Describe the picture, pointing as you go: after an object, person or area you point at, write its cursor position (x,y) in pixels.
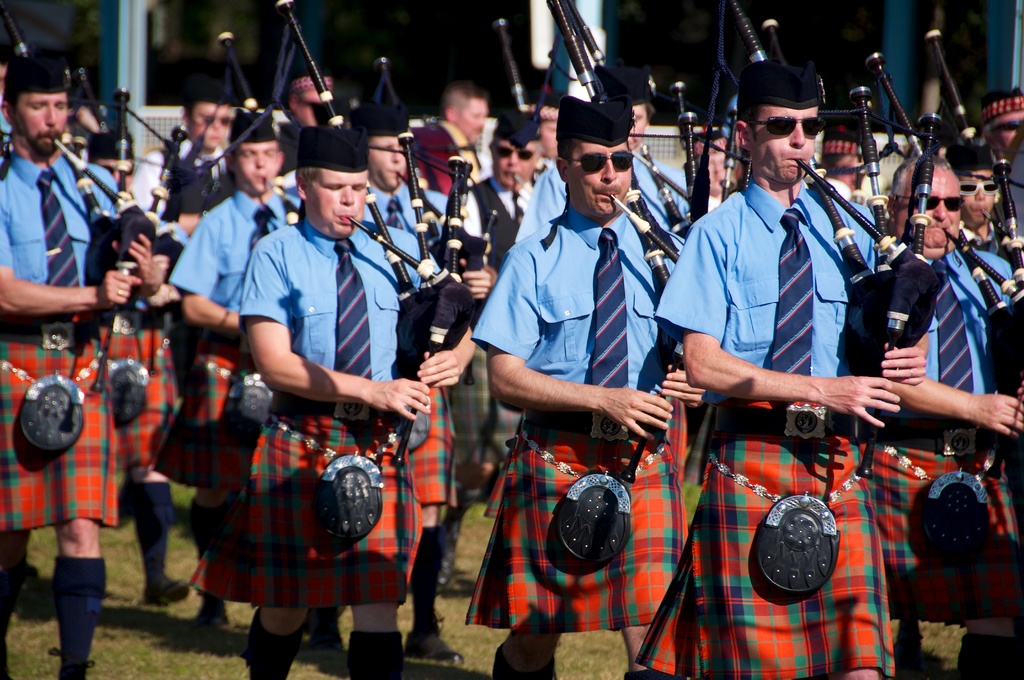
Here in this picture we can see number of people (321,278) walking on the ground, which is fully covered with grass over there and all of them are playing bagpipes (468,324) present in their hands (118,281) and some people (744,367) are wearing goggles (993,188) and all of them are wearing caps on them and we can see all of them are in same costume dress (35,335) over there.
